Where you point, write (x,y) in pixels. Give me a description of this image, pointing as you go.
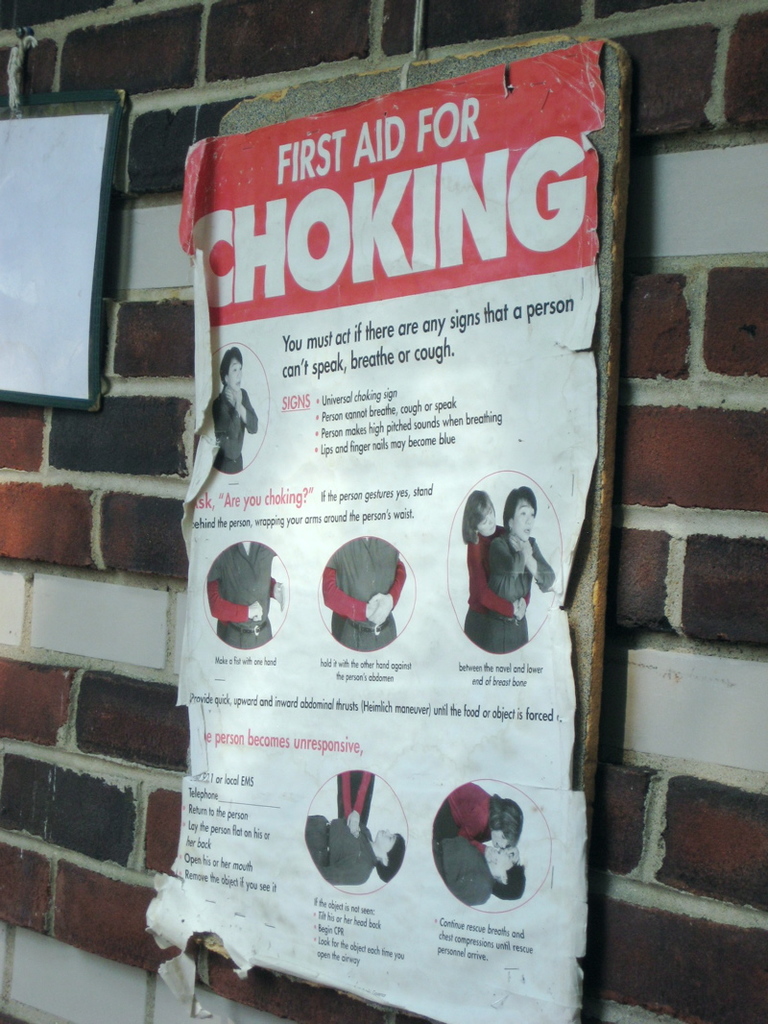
In this picture we can see a wall (726,753) on the right side (717,743), there are two boards (189,221) on the wall (121,247), we can see some text (423,349) and depictions of persons (507,564) on the wall (6,889).
